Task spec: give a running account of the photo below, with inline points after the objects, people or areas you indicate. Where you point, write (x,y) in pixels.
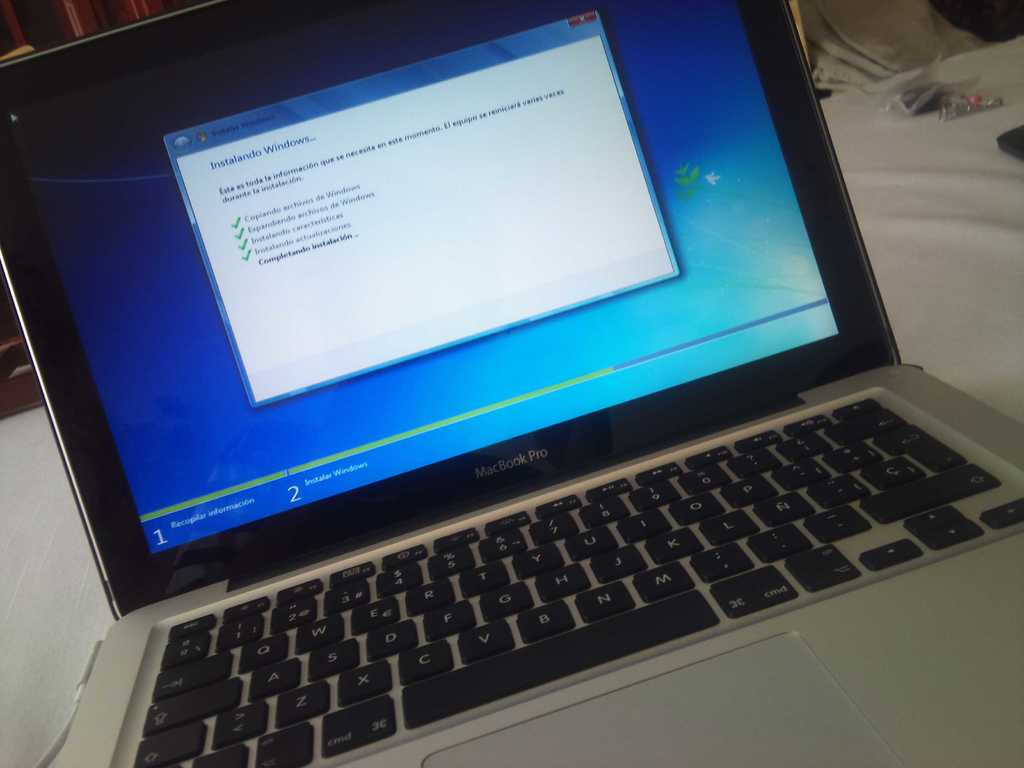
In this image in the front (522,474) there is a laptop (505,303) which is on the surface (965,322) which is white in colour and in the background (1011,146) there are objects (955,116) which are black in colour and white in colour.
